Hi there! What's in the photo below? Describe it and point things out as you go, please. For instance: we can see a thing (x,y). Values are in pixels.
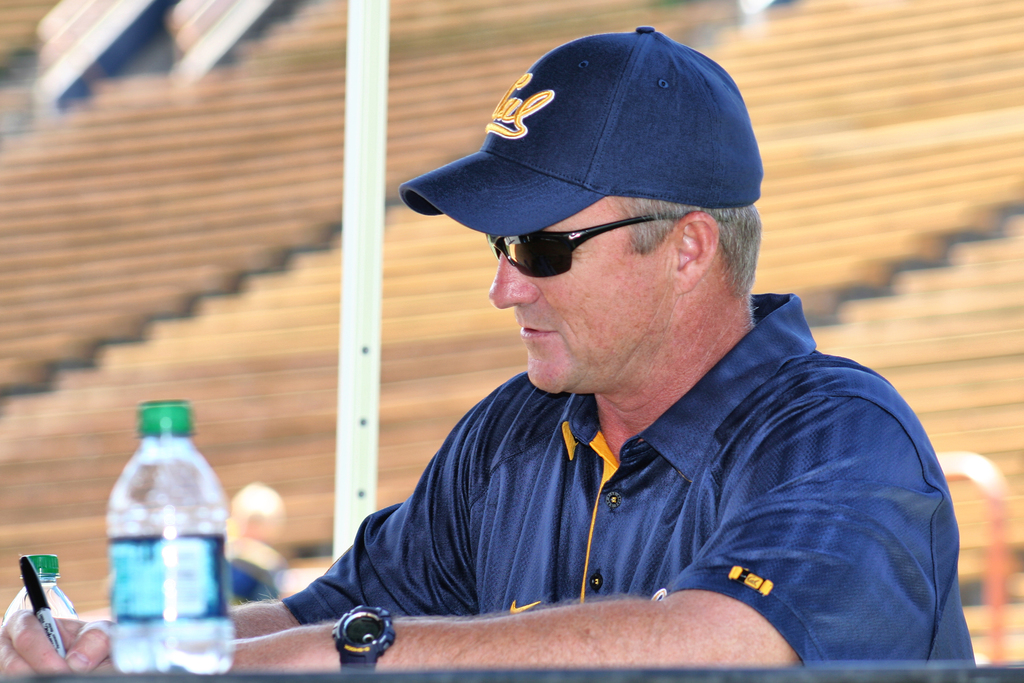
This is the picture of a person (786,506) who is in blue color tee shirt (780,458) wearing a hat (536,202) and the shades (560,264) holding the pen (23,562) and sitting in front of a desk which has a bottle (207,535).
